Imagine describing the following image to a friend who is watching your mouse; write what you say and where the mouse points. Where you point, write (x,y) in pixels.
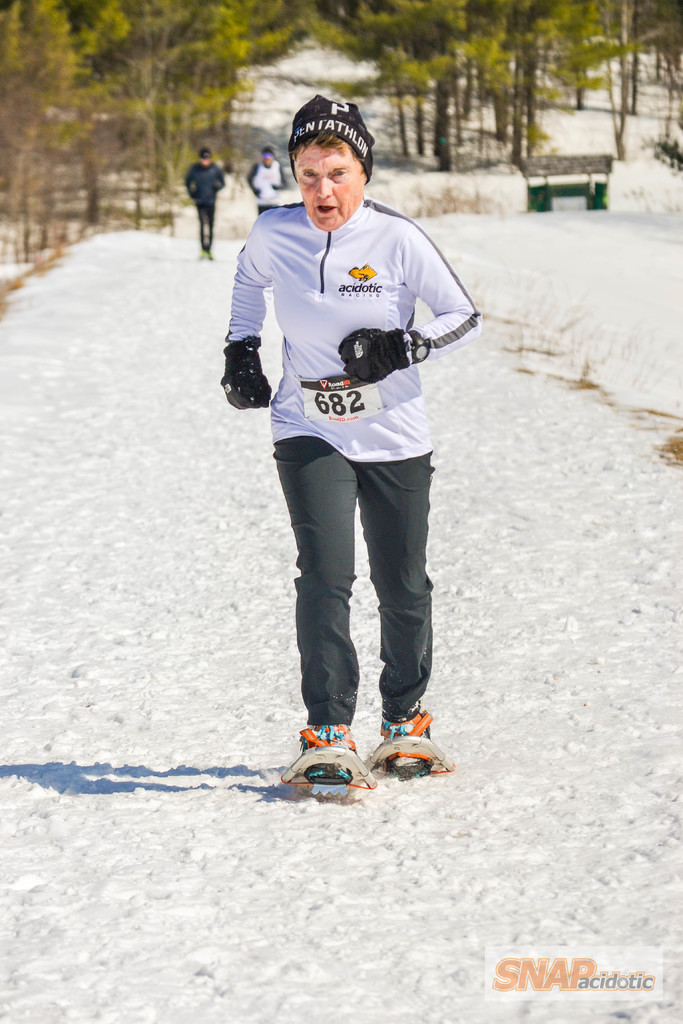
In this image I can see three persons (392,442). In front (318,410) the person (353,426) is wearing white shirt (318,320) and gray color pant (316,480), background (676,218) I can see the snow (181,326) in white color and the trees (405,131) in green color.
